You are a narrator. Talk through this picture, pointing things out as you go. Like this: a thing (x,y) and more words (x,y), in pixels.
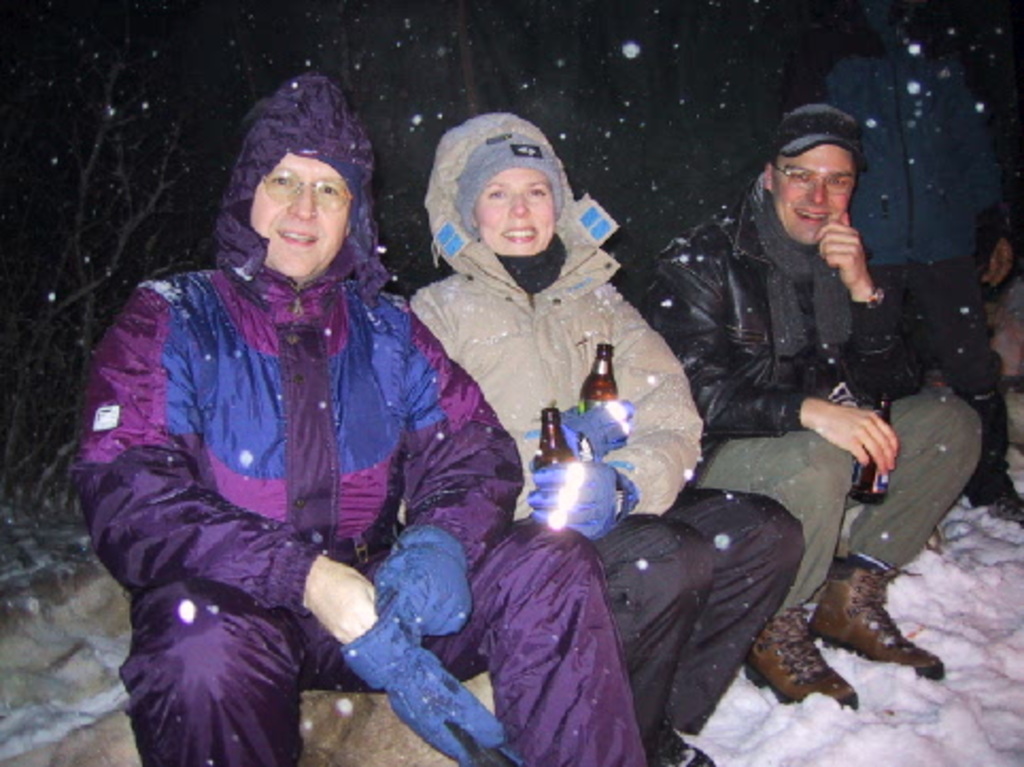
These people (242,419) wore jackets (778,385). These two people (509,313) are holding bottles (612,393). Land (1008,640) is covered with snow (888,681).
